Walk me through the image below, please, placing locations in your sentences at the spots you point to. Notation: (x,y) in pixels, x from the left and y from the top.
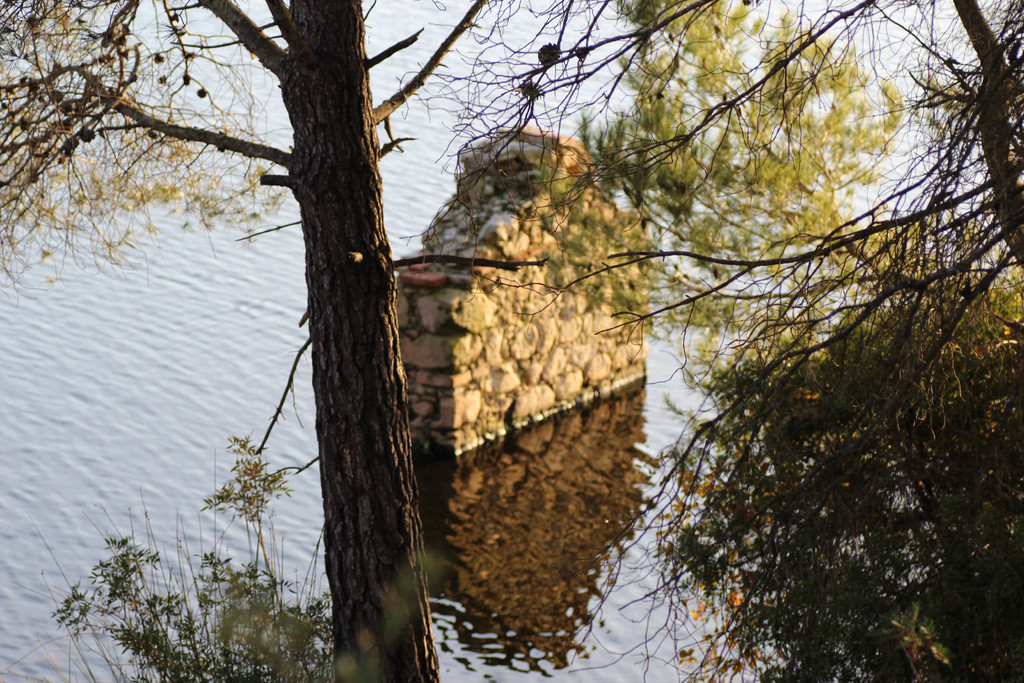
These are trees (648,221), this is water (266,341).
